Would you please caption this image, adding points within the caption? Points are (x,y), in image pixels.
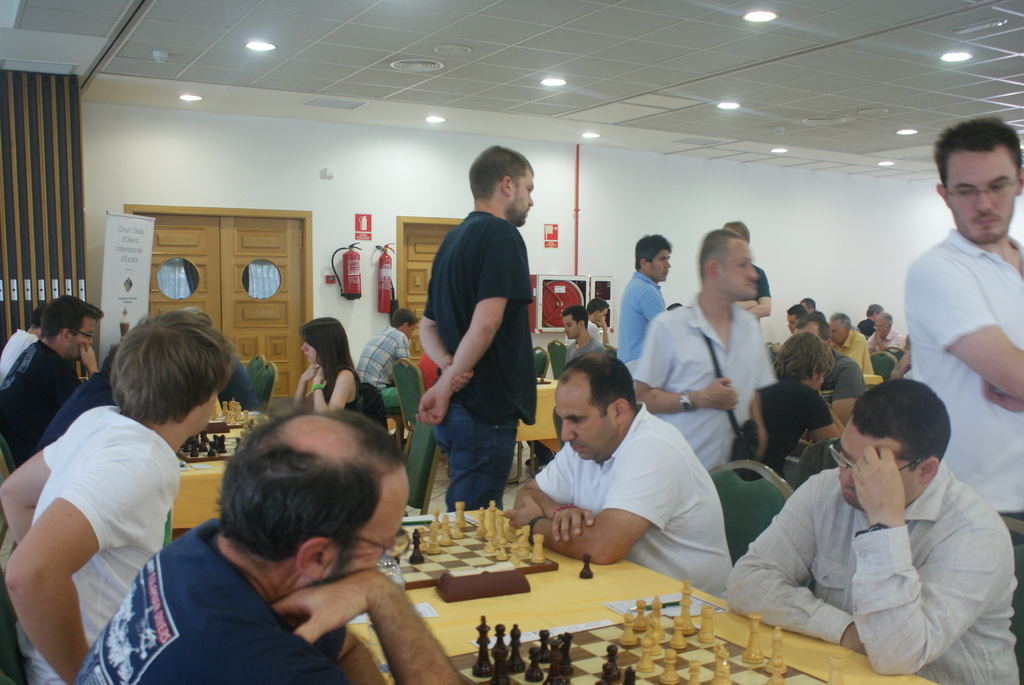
In this image there are group of persons (675,470) playing chess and at the background of the image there are fire extinguishers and board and at the top of the image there are ceiling lights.
